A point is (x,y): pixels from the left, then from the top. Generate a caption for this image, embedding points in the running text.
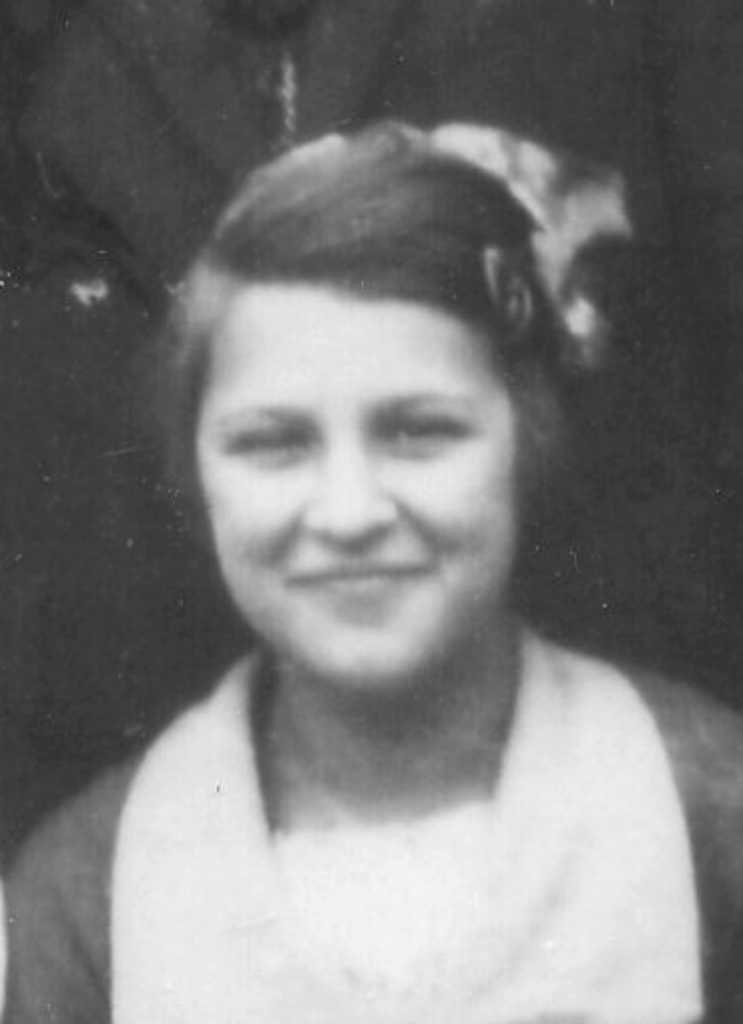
In this image there is a black and white photograph of a woman (294,545) with a smile on her face (379,445).
